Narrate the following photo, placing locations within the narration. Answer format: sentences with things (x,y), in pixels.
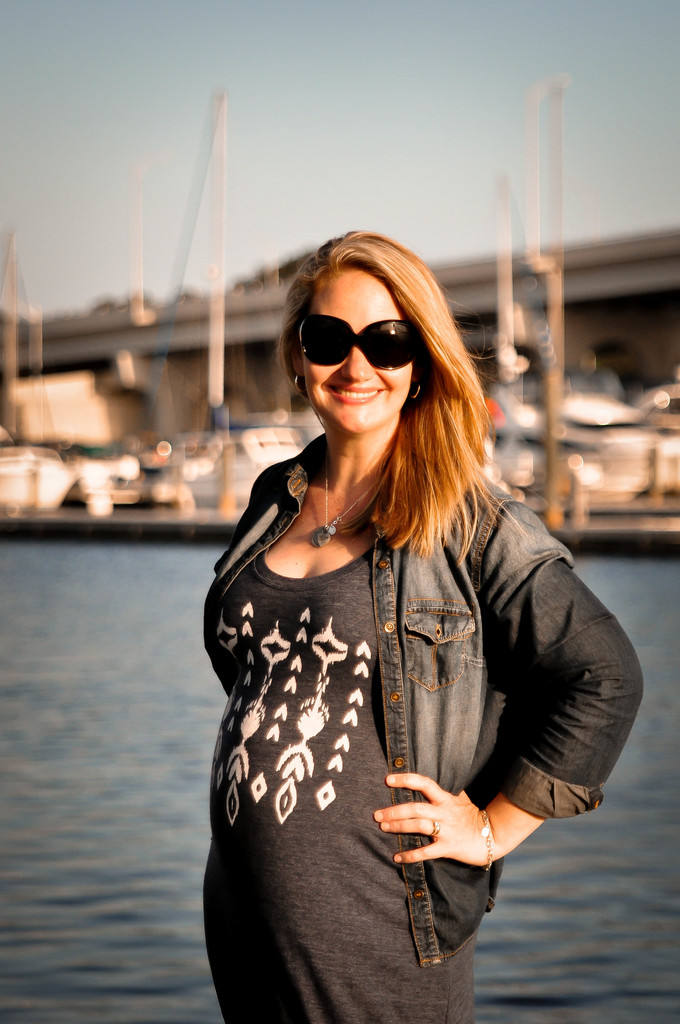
There is one woman (368,740) standing and wearing a black color goggles (398,333) at the bottom of this image (368,818). There is a surface of water (147,691) in the background (150,848). It seems like there are some vehicles (235,435) and a bridge (170,386) in the middle of this image (229,368), and there is a sky (260,153) at the top of this image (317,139).
